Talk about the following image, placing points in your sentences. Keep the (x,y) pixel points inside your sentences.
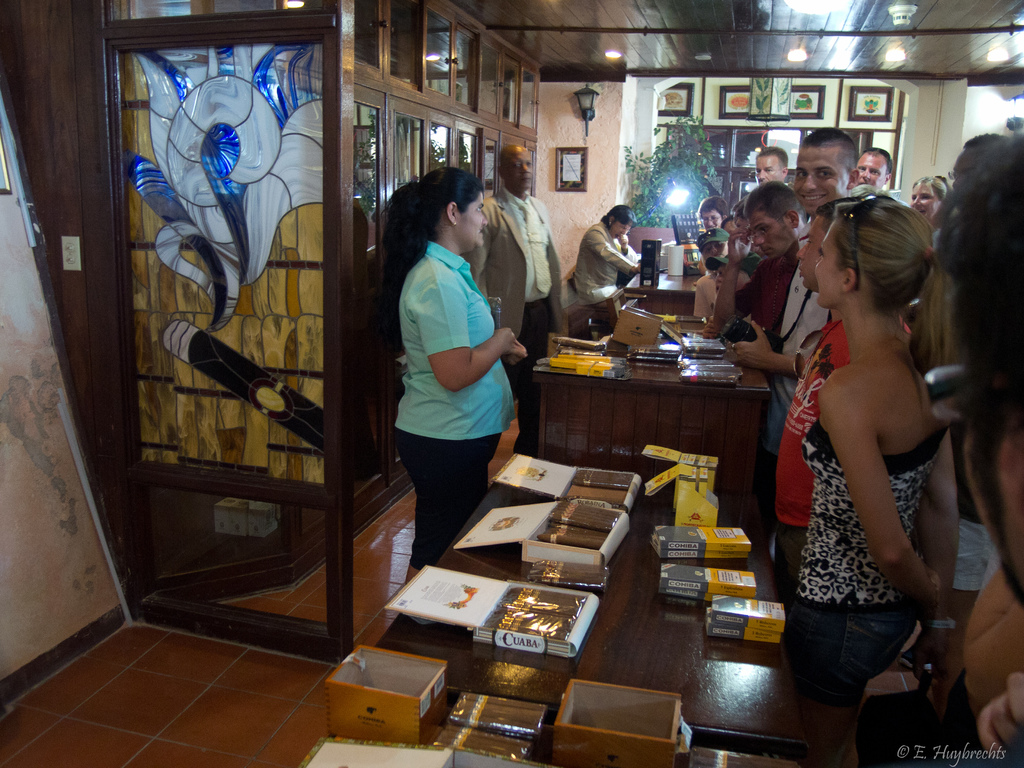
In this image there are people (817,327) standing in front of the table (679,386). On top of the tables (559,684) there are cigars (566,626), boxes (750,544) and a few other objects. In the background of the image (579,182) there are photo frames (581,169) on the wall (609,146). There is a plant (647,175). On the left side of the image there are wooden cupboards (370,136). On top of the image (806,15) there are lights (816,2). At the bottom of the image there is a floor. There is some text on the right side of the image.
